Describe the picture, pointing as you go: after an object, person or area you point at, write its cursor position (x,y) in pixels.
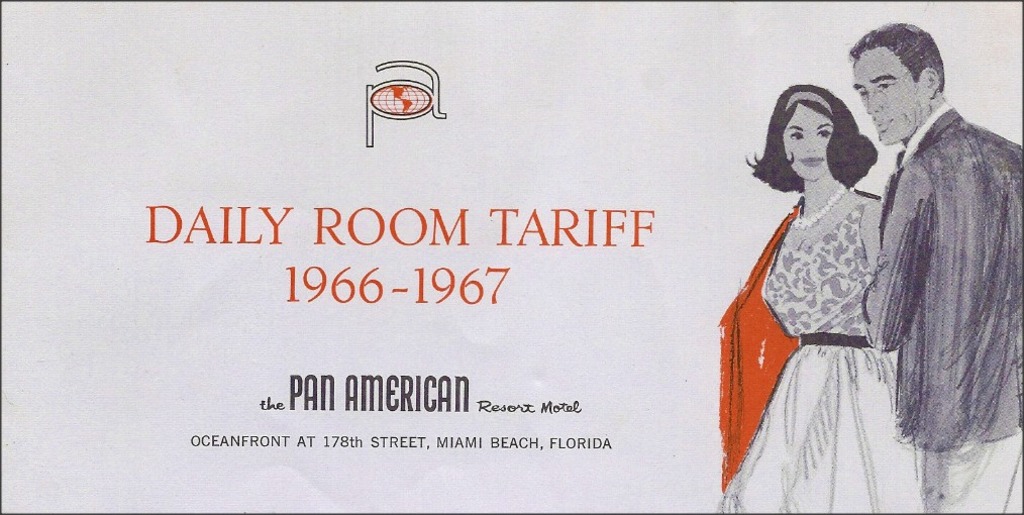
In this image I can see on the right side (927,307) a man (996,298) is standing, he wore coat (988,338), trouser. Beside him a beautiful woman (841,250) is standing, she wore dress (836,384), in the middle (545,237) there is the matter (512,234) in orange color. It is the sketch.
